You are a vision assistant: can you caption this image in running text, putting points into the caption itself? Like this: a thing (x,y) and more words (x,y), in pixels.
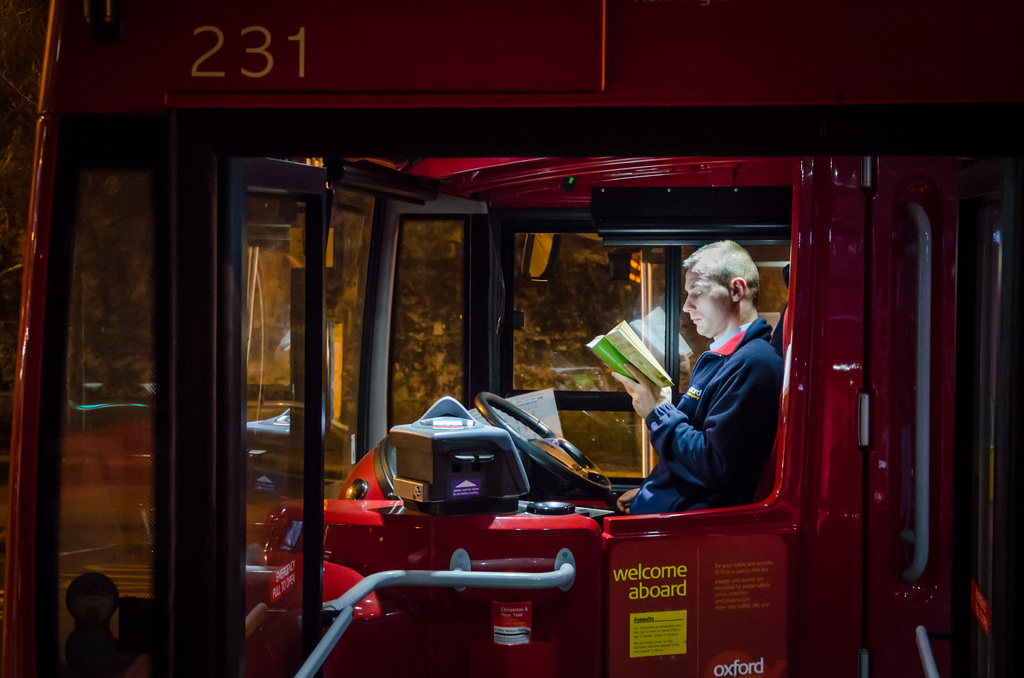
In this image we can see the person (671,461) sitting in the bus (708,238). In the background (562,311) there is a tree (570,325).
